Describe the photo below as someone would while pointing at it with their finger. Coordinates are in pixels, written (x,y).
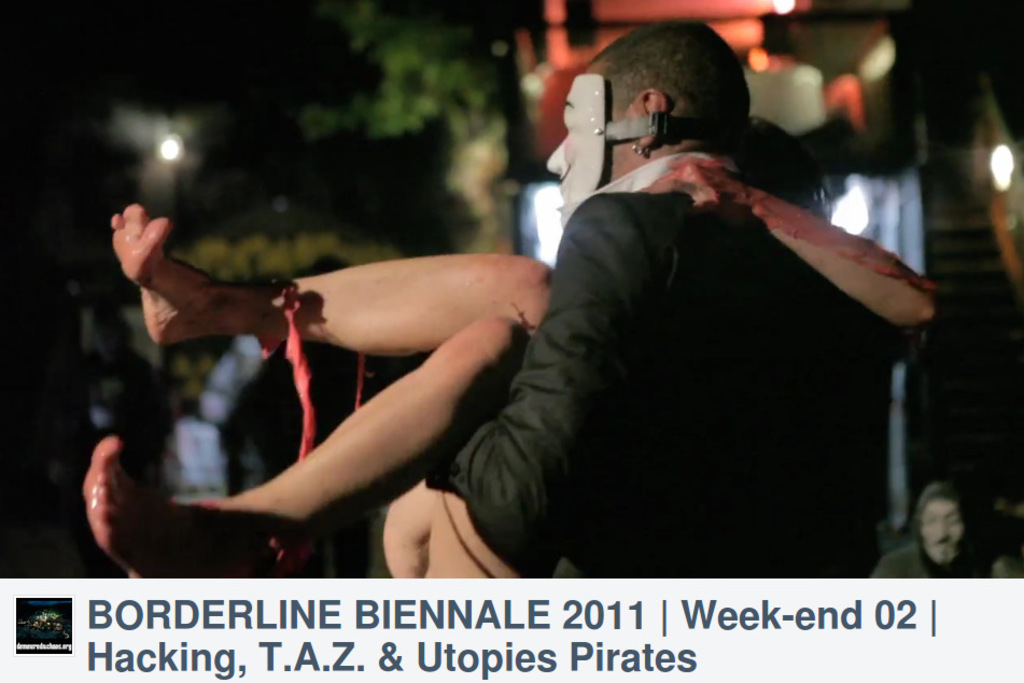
In this image, we can see a man (811,436) wearing a mask (588,123) on the face (621,150), he is carrying a woman (387,449), in the background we can see the trees (400,9) and there is a building (857,80).
